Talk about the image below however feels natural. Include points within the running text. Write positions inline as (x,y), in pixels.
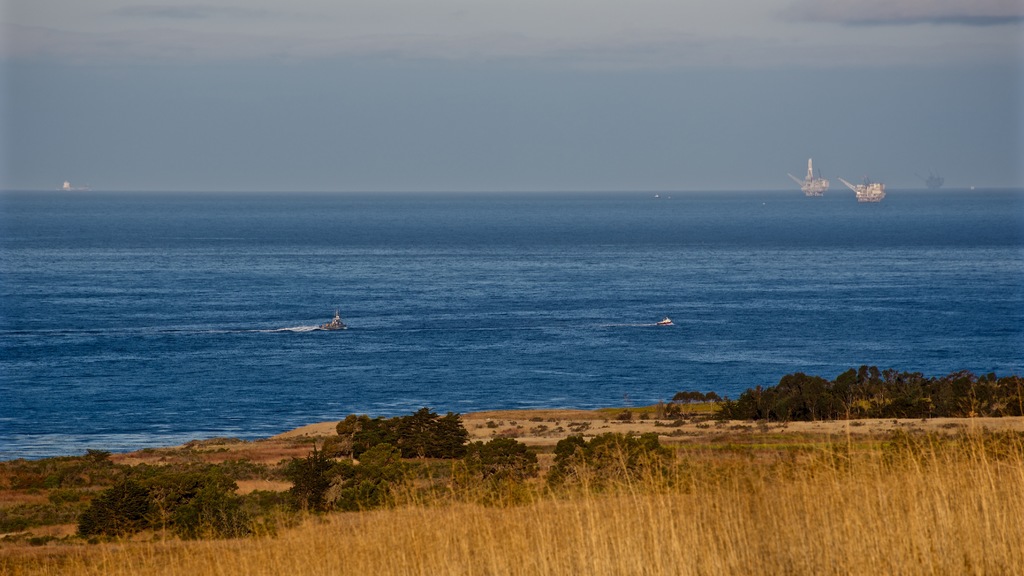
In this image I can see the grass (457,528), plants (741,412) and there are few boats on the water (542,292). I can see the water (546,330) in blue color. I can see the sky (417,74) in the back (502,82).
